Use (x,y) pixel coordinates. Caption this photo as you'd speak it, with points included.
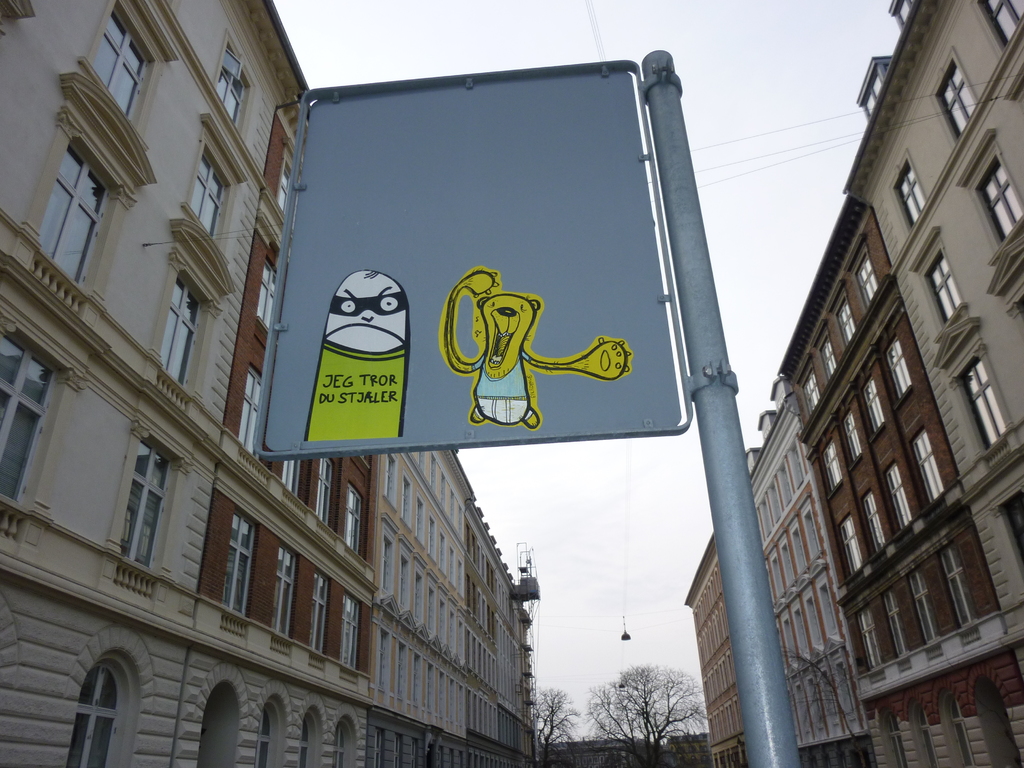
This picture is clicked outside. In the center (517,393) we can see the pictures (370,311) of some cartoons (380,287) on the board (438,209) and the board (622,149) is attached to the metal rod (674,111). On both the sides we can see the buildings (48,374) and windows (928,452) of the buildings (857,470). In the background (856,77) we can see the sky (820,181), dry stems (640,695), metal rods (530,574) and some other objects (531,588).
